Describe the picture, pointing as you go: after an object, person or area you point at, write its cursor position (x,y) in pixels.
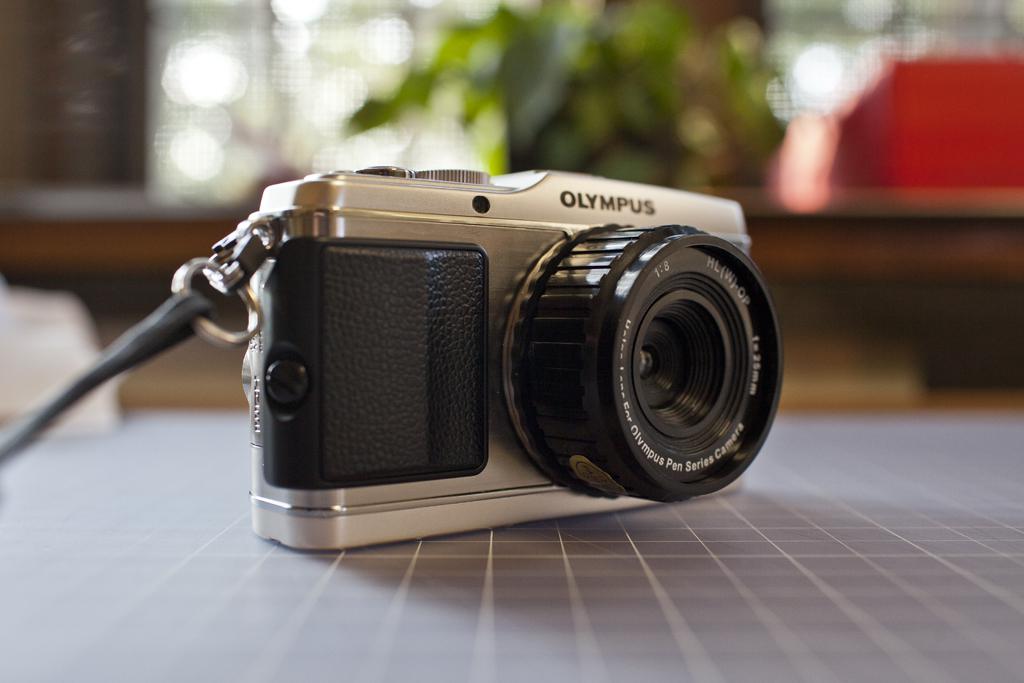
In this image we can see a camera (551,470) with some text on it and placed on a surface (191,545) which looks like a table (745,633) and in the background (922,162) the image is blurred.
